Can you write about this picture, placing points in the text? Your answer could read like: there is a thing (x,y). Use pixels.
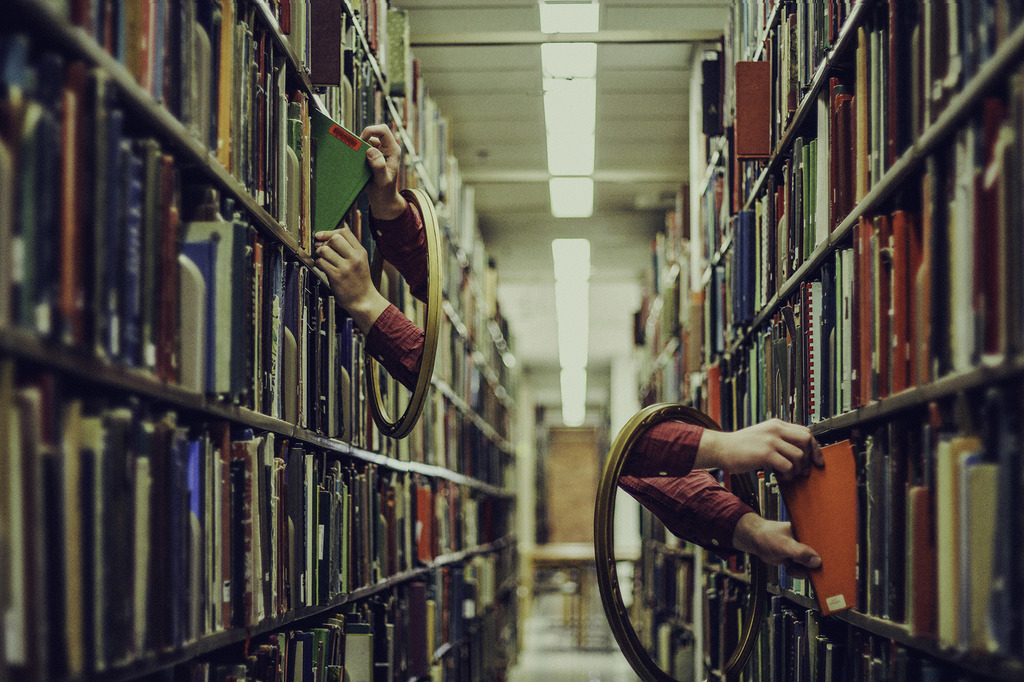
In this image I can see few books (376,528) in the shelves (376,528). I can see a person's hands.
